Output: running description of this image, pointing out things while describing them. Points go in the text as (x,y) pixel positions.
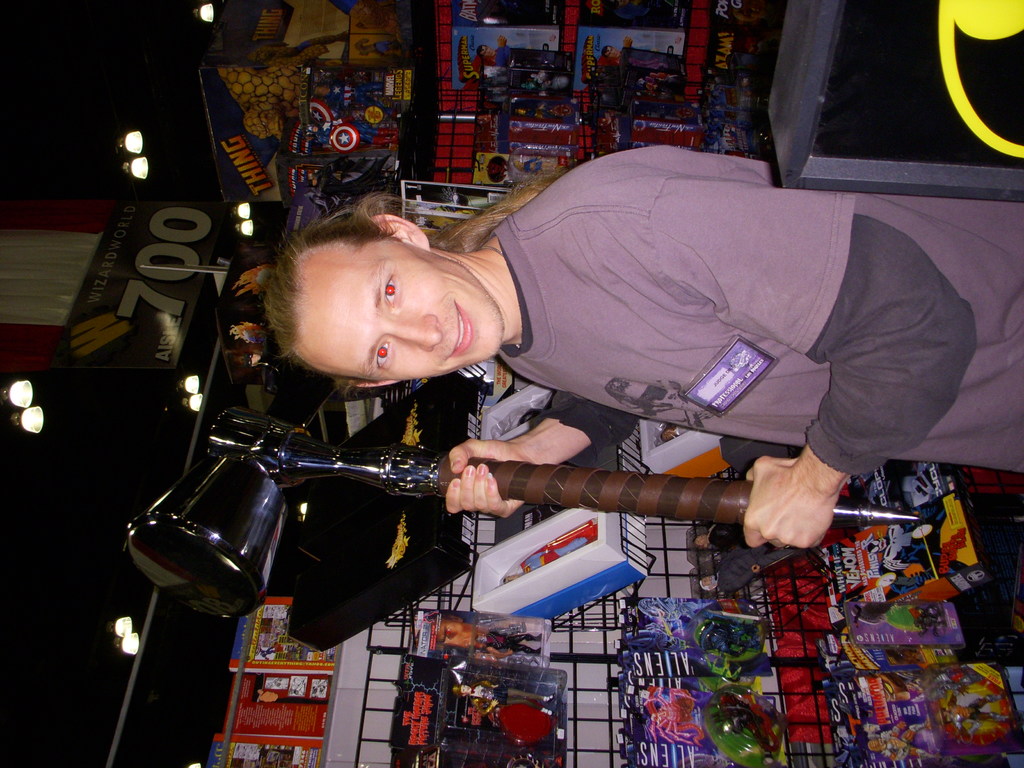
Person (539,253) is standing and holding an object (274,440). Back Side we can see toys (497,645) and things (485,655) in this mesh stands (613,601). Here we can see lights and board (162,272). This is table (813,149).
